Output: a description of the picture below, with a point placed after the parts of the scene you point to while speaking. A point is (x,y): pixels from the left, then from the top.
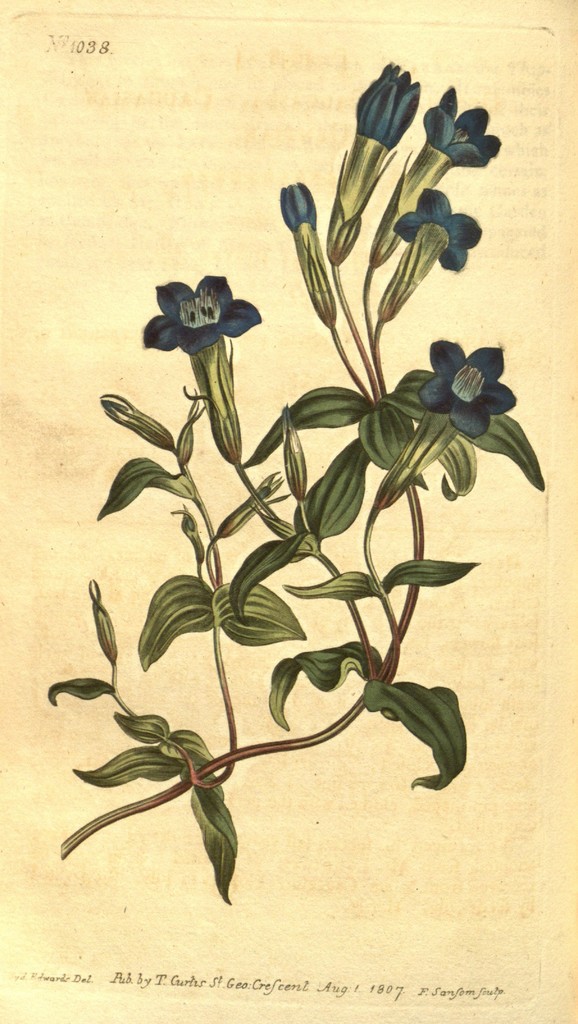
In this image we can see leaves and some text (396,991) written at the bottom (334,988).
